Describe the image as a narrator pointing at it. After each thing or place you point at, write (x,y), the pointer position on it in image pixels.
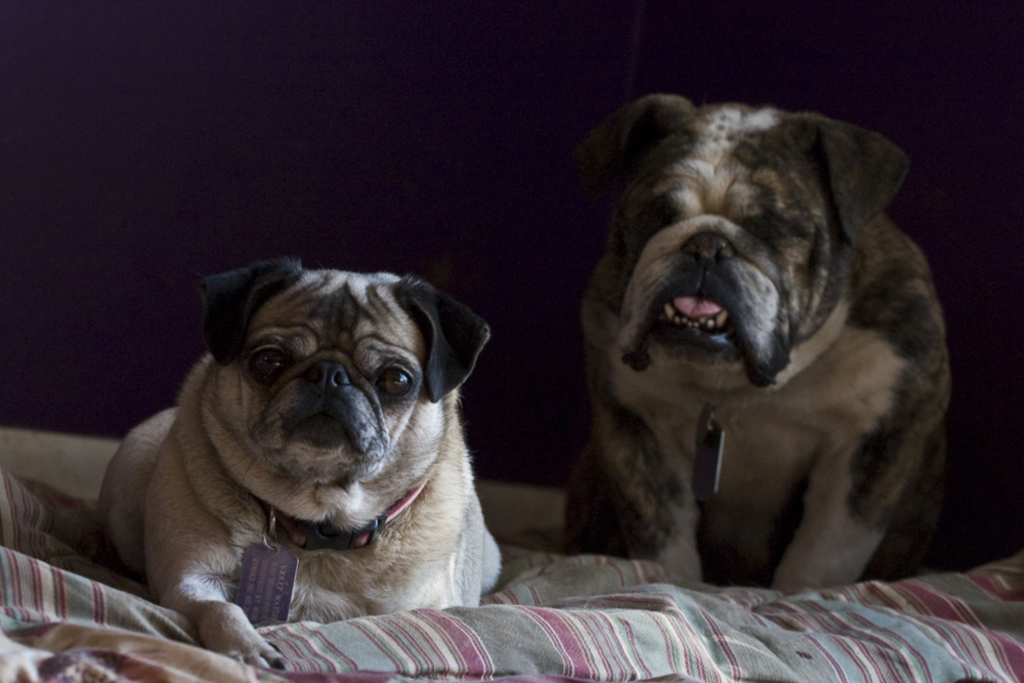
Background (22,40) portion of the picture is dark. In this picture we can see dogs (873,411). We can see objects (701,483) and a blanket (689,658).
